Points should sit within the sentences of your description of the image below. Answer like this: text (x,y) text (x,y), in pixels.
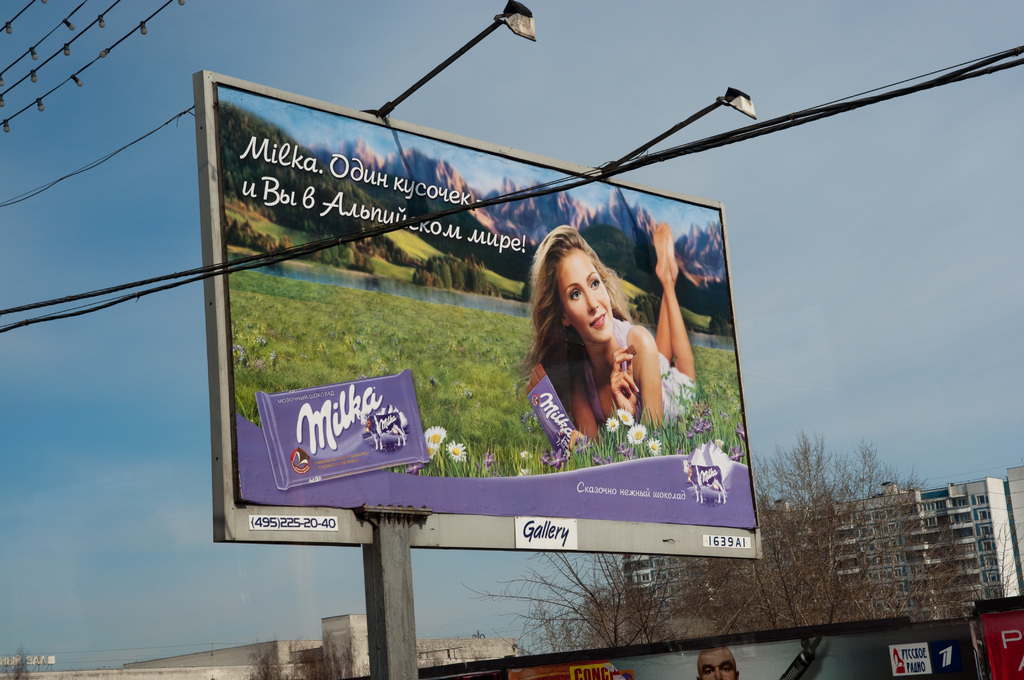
In this image there is a banner (497,261) with some text (311,422) and images (554,372) attached to the frame (402,607) and there are lights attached to the frame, there are a few cables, buildings (856,535), trees (681,575), a few posters (837,657) and the sky (938,307).
